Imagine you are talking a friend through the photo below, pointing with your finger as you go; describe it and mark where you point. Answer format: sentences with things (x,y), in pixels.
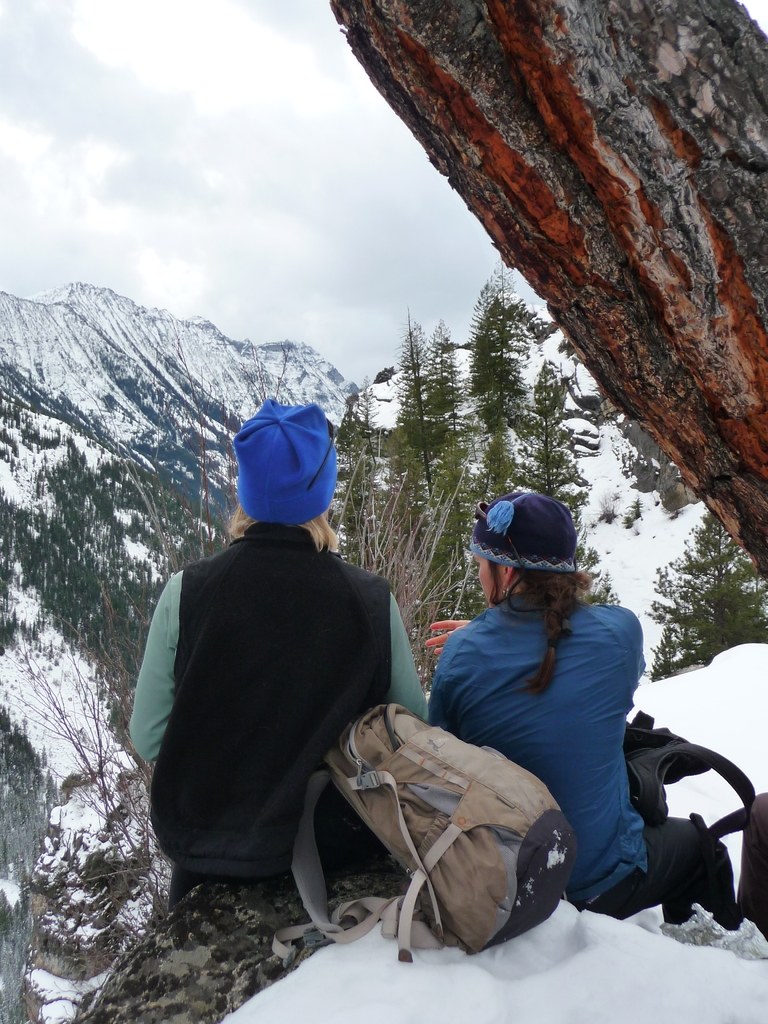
In this image I see 2 persons (297,832) who are sitting and they are wearing caps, I can also see bags (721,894) near to them and I see the snow (744,1006) over here. In the background (0,605) I see the mountains (581,372), trees (370,460) and the sky (247,284).
